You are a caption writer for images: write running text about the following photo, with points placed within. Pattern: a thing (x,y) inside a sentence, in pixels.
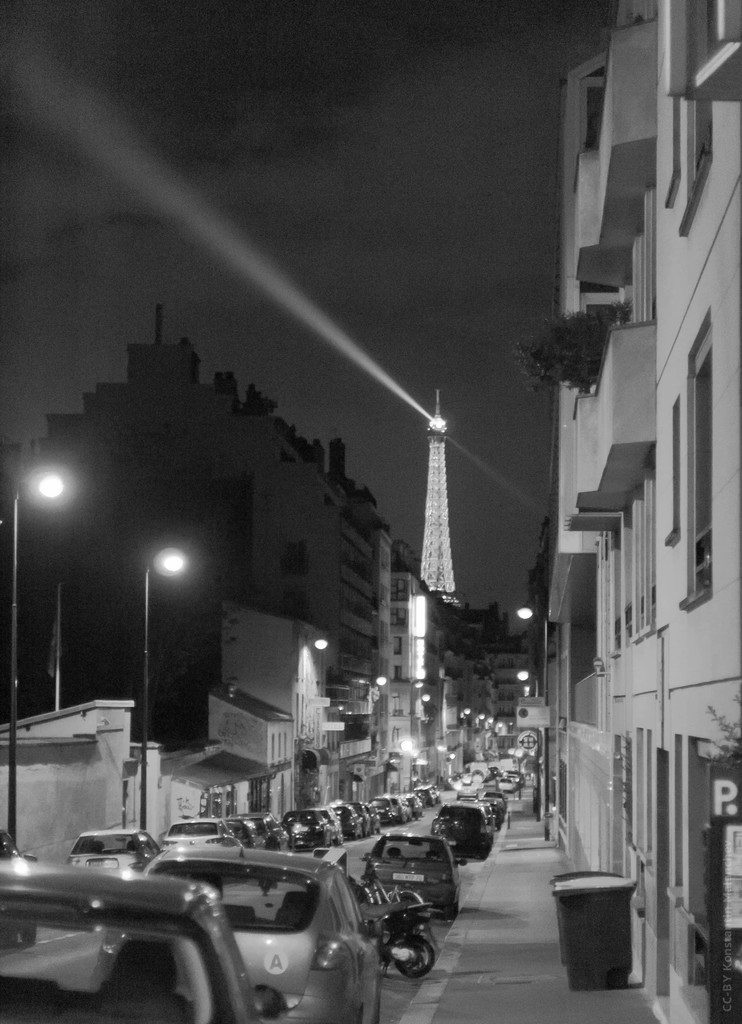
In this picture we can see few vehicles (311,812) on the road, beside the road (374,825) we can see few buildings (297,625), poles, lights (320,645) and a dustbin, in the background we can find a tower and it is a black and white photograph.
